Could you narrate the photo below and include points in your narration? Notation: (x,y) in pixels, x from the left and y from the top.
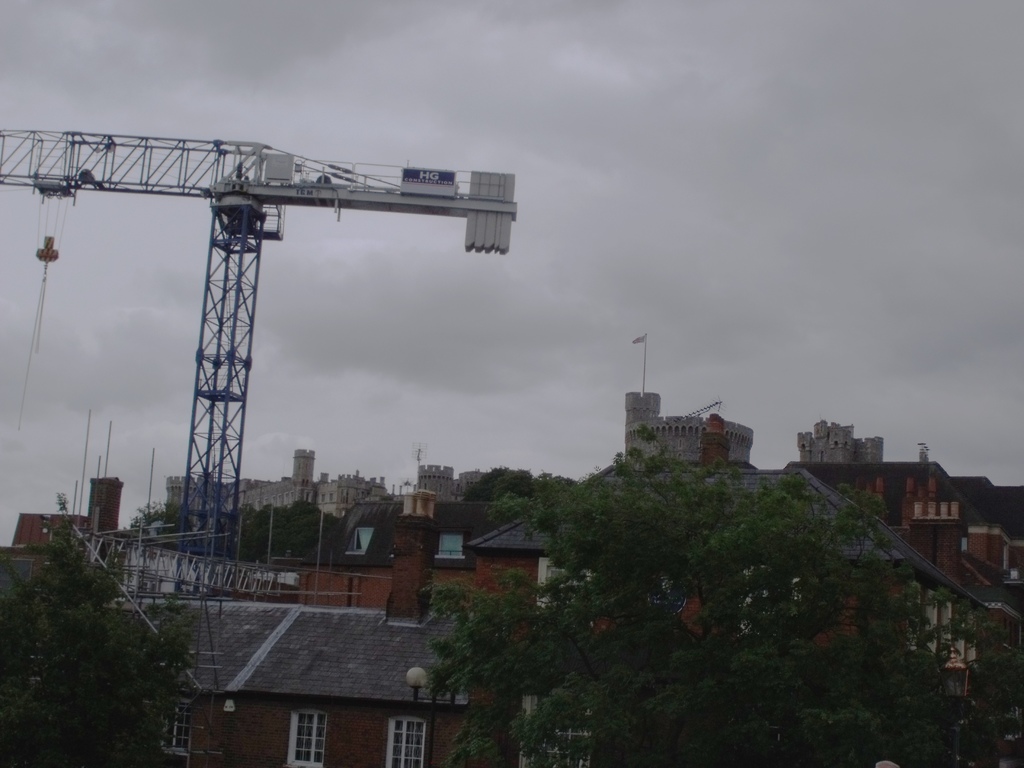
To the bottom of the image (381,617) there are many buildings (374,569) with roofs (360,670), brick walls (357,722), windows (290,752) and poles (431,688). And also there are trees (625,458). In the middle of the houses (358,736) there is a tower crane (217,268). To the top of the image (918,237) there is a sky (162,215) with clouds (558,159).
